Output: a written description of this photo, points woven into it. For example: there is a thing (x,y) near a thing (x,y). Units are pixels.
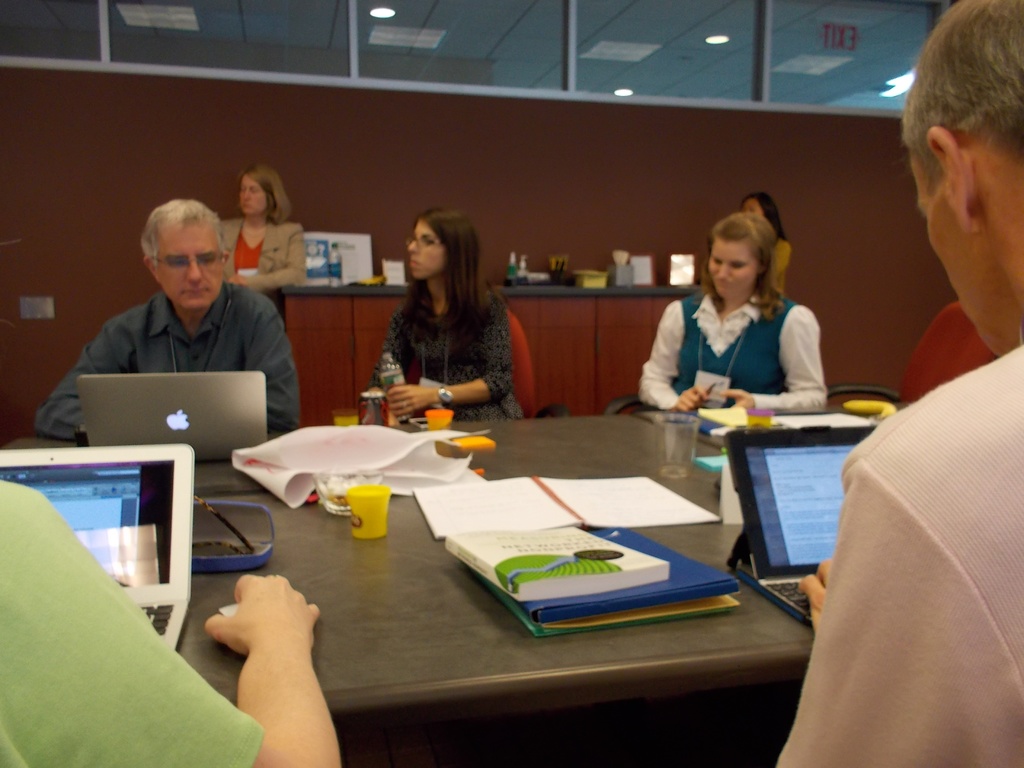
In this image there are many people (232,312). In the front (473,586) it consists of a table (456,633) which has two laptops (157,555) and people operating it. The table (432,612) also consists of a book (626,557) in the center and a glass (676,423). There are three people (689,357) sitting in the opposite direction. The person (203,360) at the left (182,351) is wearing a grey shirt (201,346) and operating apple laptop (177,404). The woman (259,245) behind that man (274,337) is suited up.
